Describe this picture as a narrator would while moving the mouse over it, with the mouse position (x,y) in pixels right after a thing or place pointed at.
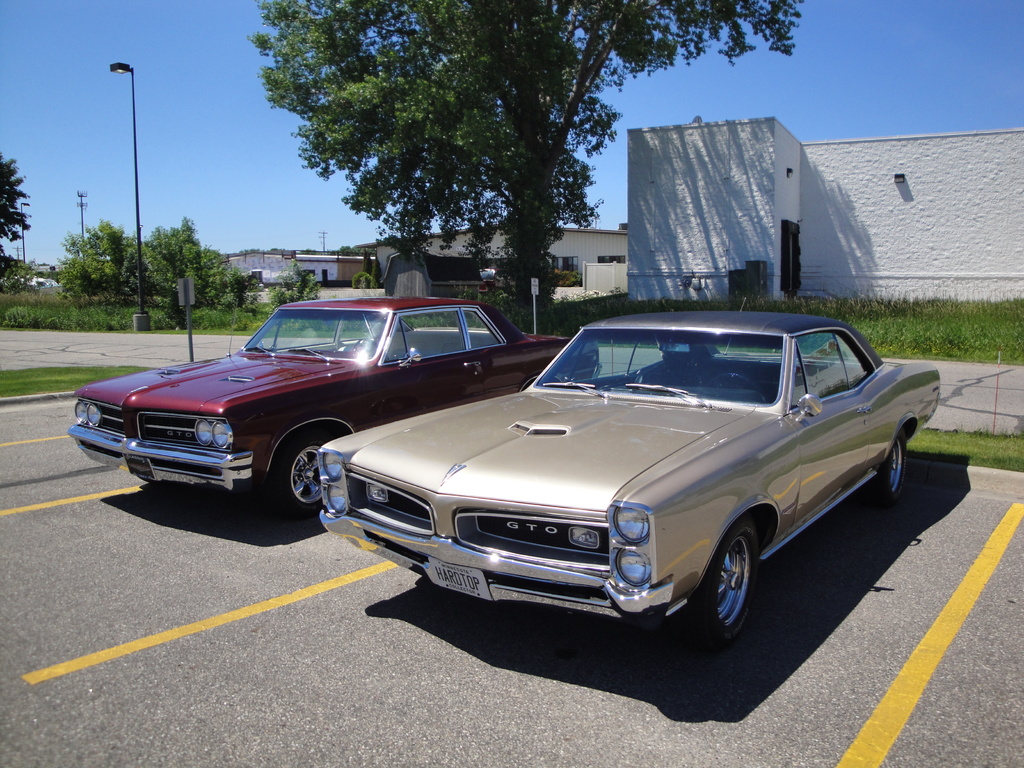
In this picture I can see few buildings (965,292) and trees (557,28) and few pole lights (138,271) and couple of cars (516,375) parked and I can see a blue sky (617,129).
